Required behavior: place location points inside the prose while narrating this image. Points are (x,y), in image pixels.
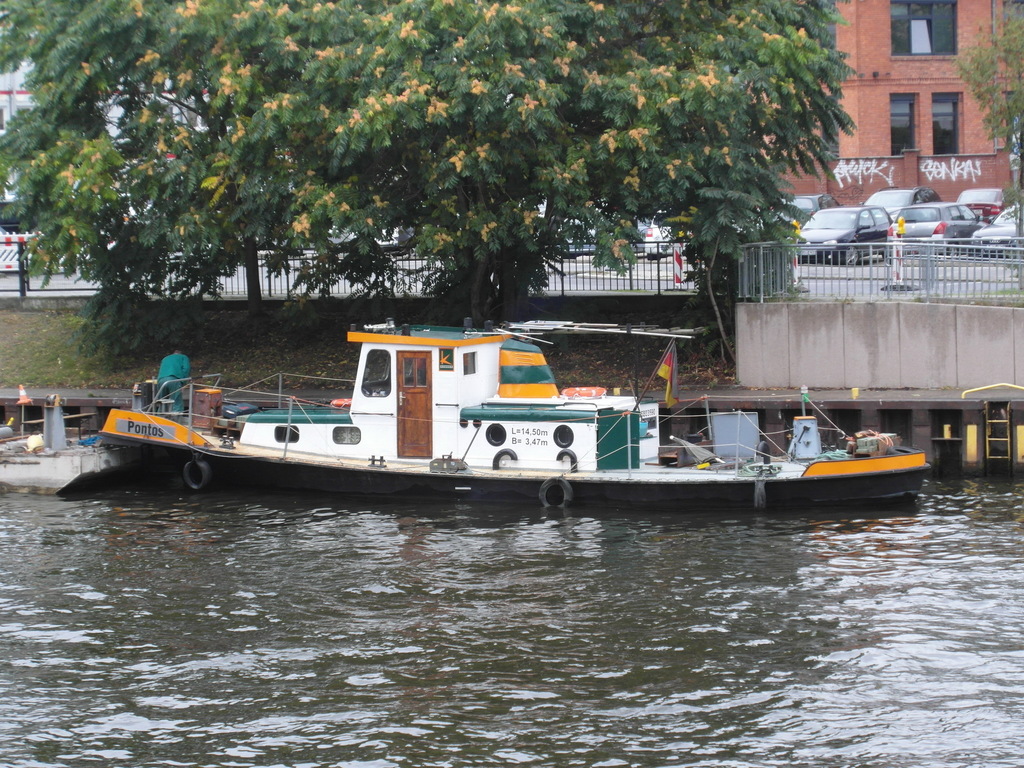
In this picture we can see a boat (438,485) in the water (282,646). A person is standing on the boat (208,401). And there is a tree (452,96). And on the background (877,236) there are some cars (882,239) and behind that there is a building (942,79). And this is the road (81,281).
